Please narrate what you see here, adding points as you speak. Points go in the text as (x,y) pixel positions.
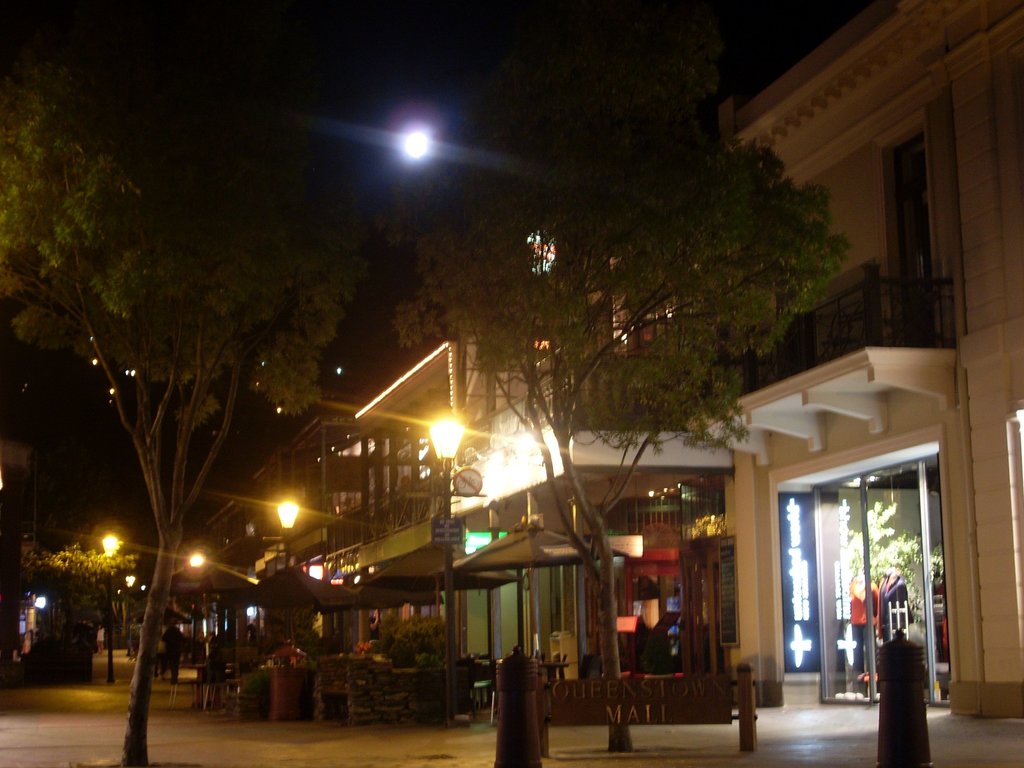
In the image we can see there are trees (232,285) and there are street light poles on the ground (564,749). Behind there are buildings (515,444) and the sky (444,199) is clear.
